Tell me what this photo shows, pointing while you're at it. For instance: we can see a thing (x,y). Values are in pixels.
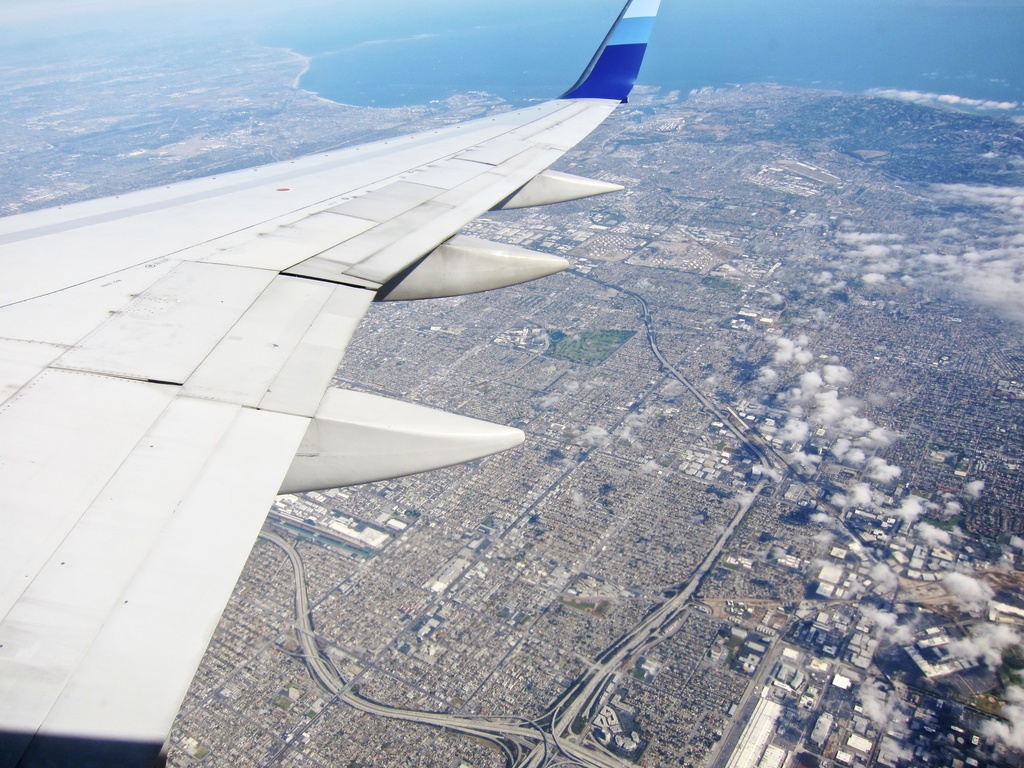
In this image we can see an airplane wing (271,407) in the air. In the background (384,61), we can see the sky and water (404,58).
